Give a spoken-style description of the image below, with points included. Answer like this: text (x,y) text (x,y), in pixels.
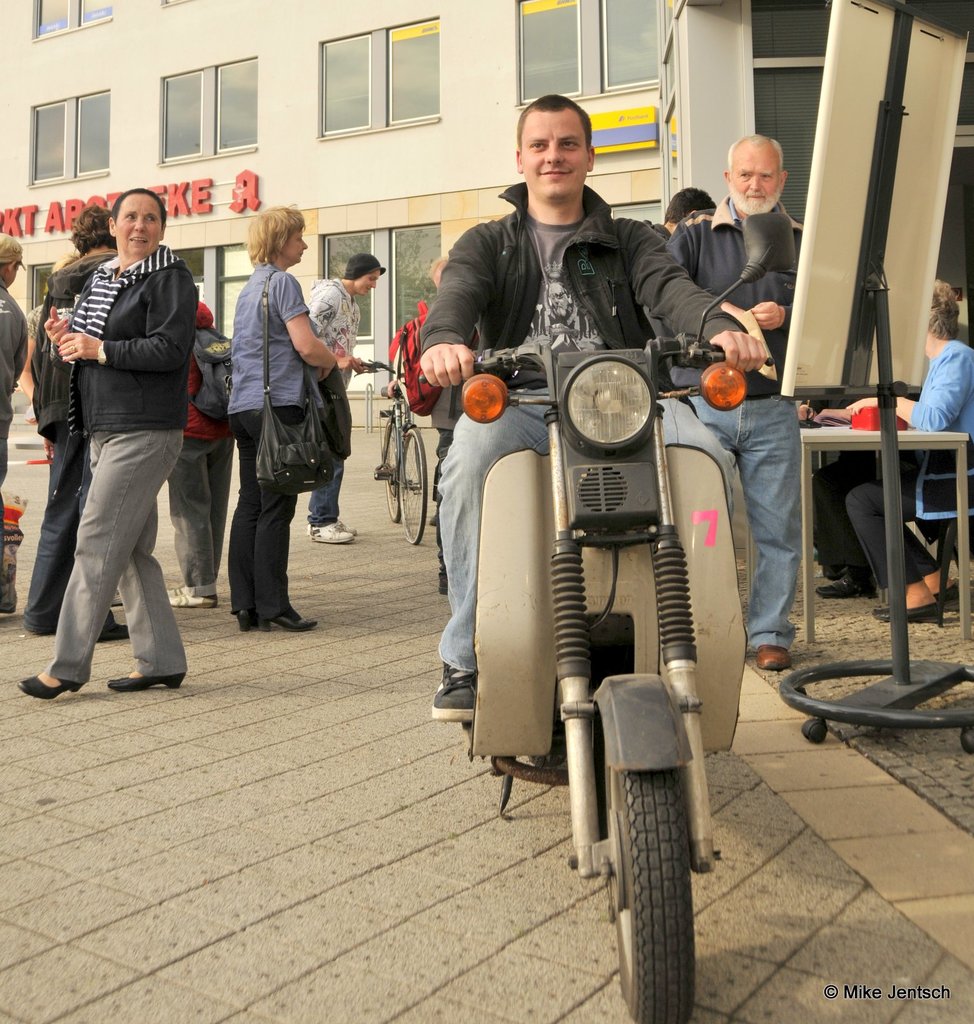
The picture is outside a road (816,615). In the middle (585,492) one person (536,260) is sitting on a scooter (587,666). There are many person (213,490) walking by the road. On the right (911,301) there is a canvas (838,368) on a stand (866,379). A person (743,180) is standing next to it. In the background (436,129) there is a building (320,101).
